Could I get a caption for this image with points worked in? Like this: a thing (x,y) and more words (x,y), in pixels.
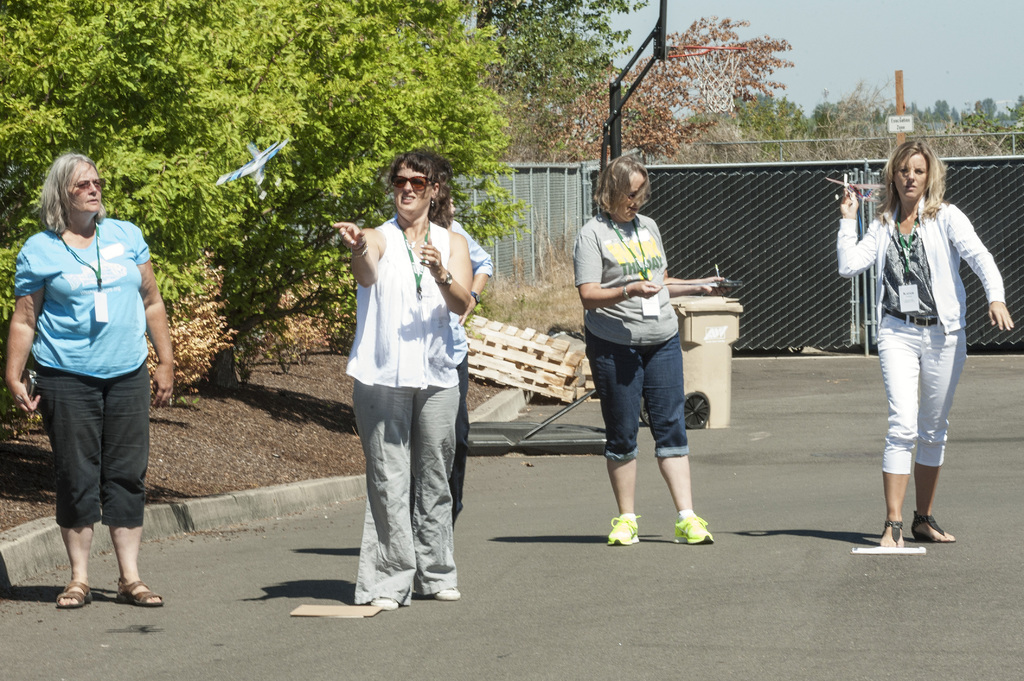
In the center of the image (409,409) there are group of women (404,414) standing on the road (555,408). On the left side of the image (59,9) we can see a tree (237,264), plants (210,326) and woman (80,336) standing on the road (955,628). On the right side of the image (985,273) we can see woman (944,406) standing on the road (964,538). In the background (760,121) there is a fencing (724,182), gate (740,183), trees (771,117) and sky (855,41).
